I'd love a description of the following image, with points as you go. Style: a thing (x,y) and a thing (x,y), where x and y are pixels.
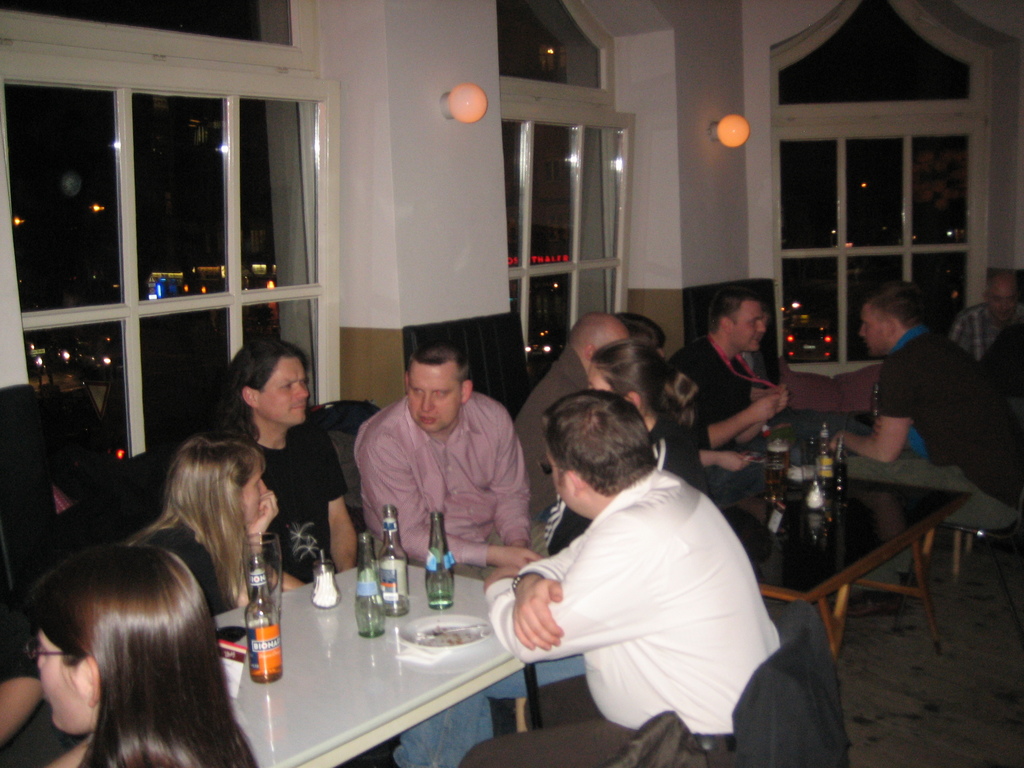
In this picture of group of five people (448,488) sitting here and talking, there is a table (389,657) in front of them with some beverage (389,577) and wine bottles (373,582) kept on the table (332,635) also there is another table (755,503) beside them with some people (882,350) sitting and discussing, in the backdrop (476,236) this wall (421,119) a lamp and window (240,256).
